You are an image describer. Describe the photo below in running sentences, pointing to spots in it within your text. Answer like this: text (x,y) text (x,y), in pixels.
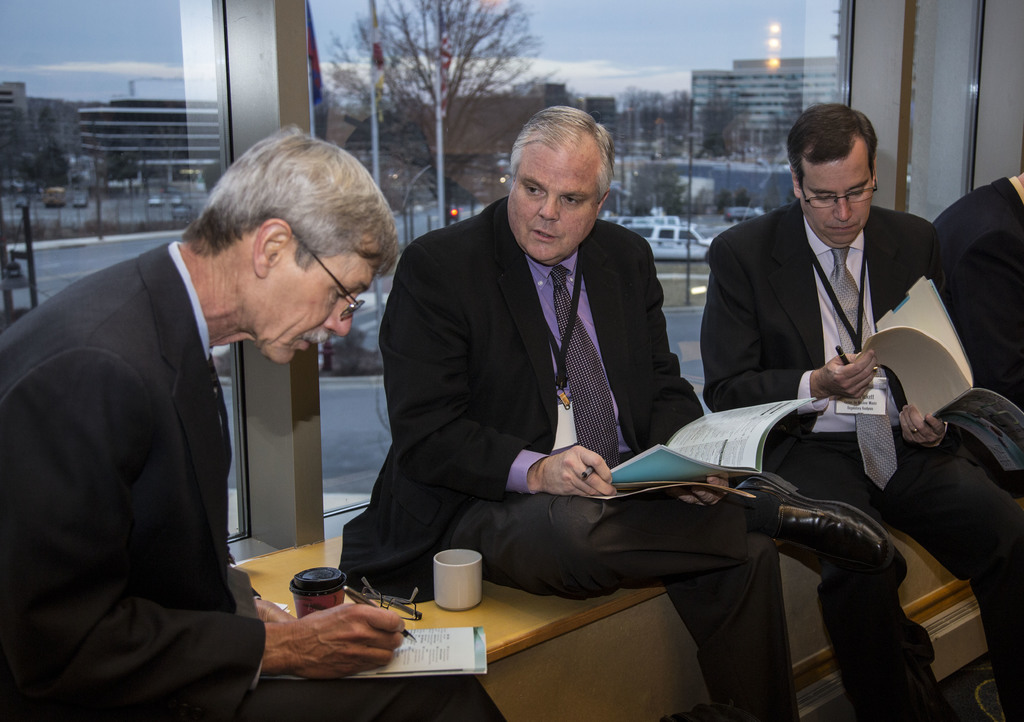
In this image, we can see three persons (477,369) wearing clothes (177,527) and sitting in front of the window (376,390). These three persons (503,396) are holding books (725,447) with their hands (309,625). There is a tree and building (766,86) at the top of the image (447,101).
